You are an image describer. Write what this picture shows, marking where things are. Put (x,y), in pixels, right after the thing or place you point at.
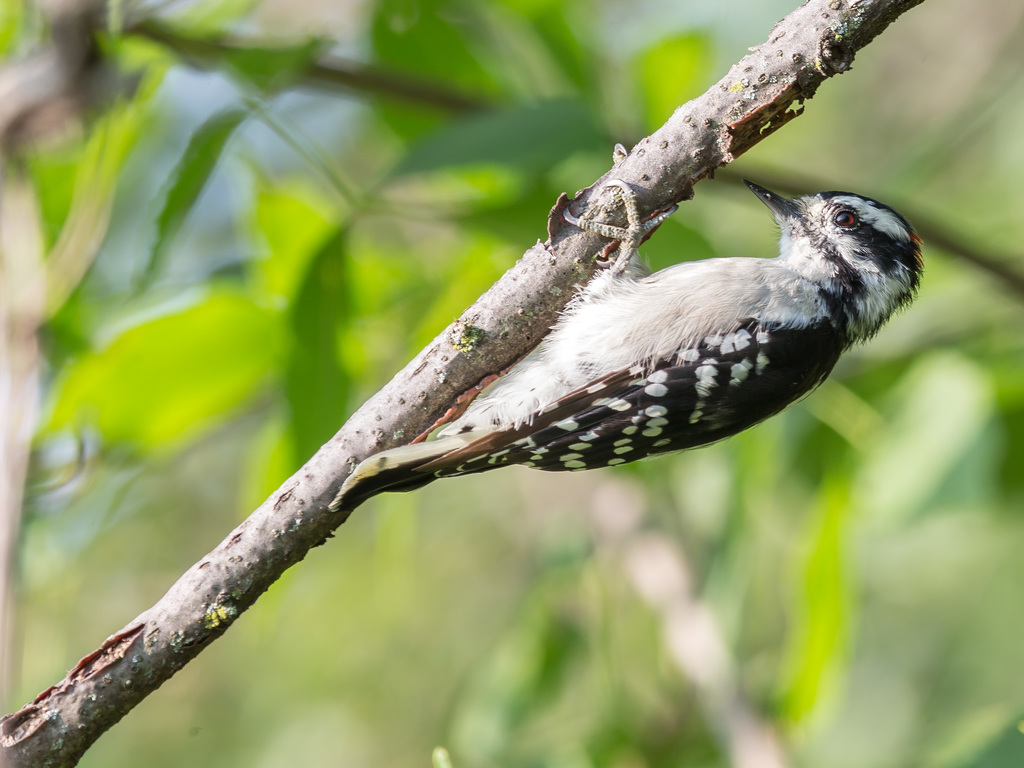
In this image I see a bird (668,298) over here which is of white and black in color and it is on the stem (321,483) and it is blurred in the background (211,9).
